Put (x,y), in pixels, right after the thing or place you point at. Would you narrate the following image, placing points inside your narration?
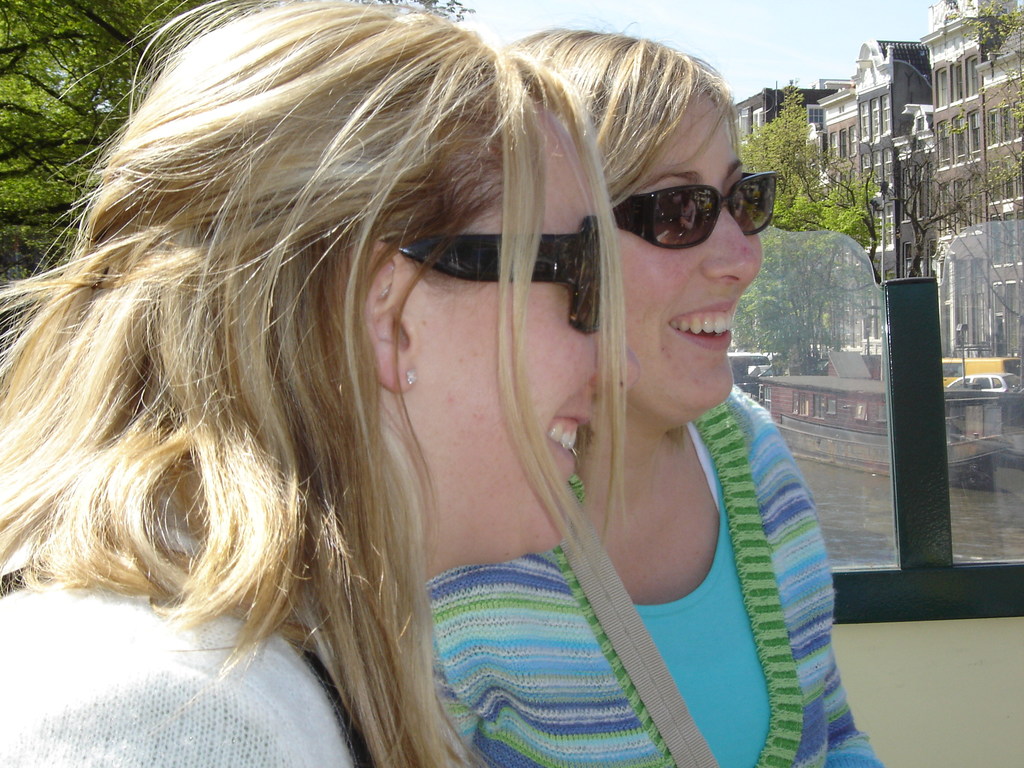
This picture is clicked outside. In the foreground (531,423) we can see the two persons (569,353) wearing sunglasses (482,246) and smiling. In the background (797,43) we can see the sky (810,51), buildings (820,97), trees (4,77), water body (853,485) and some other objects (818,389).
